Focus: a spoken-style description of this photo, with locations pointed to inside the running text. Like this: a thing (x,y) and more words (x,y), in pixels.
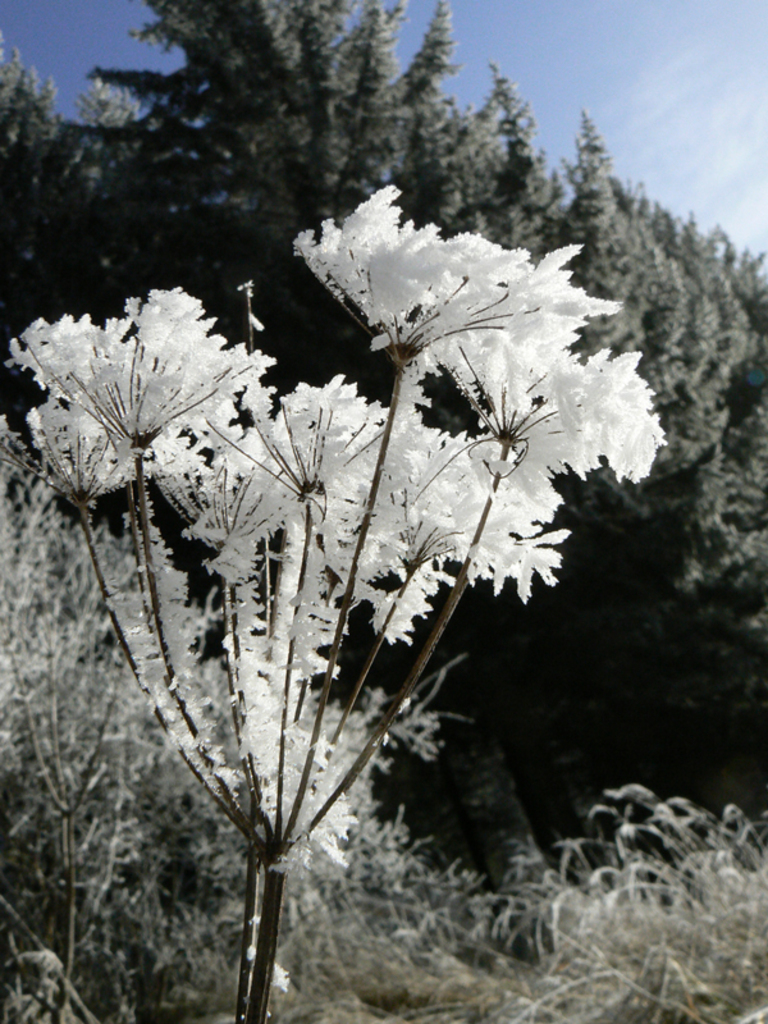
In front of the image there are flowers (222,514) with stems (228,654), behind that there are plants (651,867) with flowers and trees (462,796).
